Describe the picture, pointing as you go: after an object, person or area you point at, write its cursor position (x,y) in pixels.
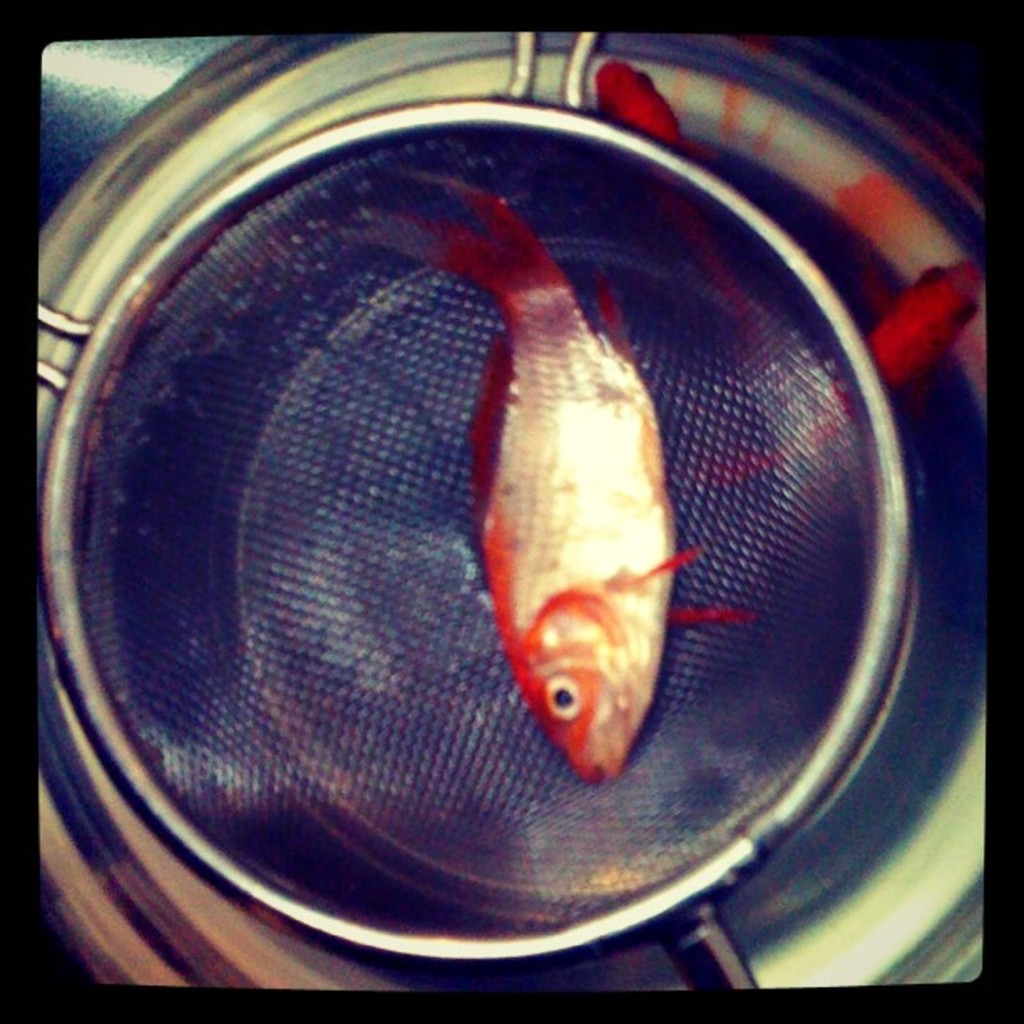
Here I can see a fish (581,461) in a filter spoon (190,472). Under this filter spoon (807,378) there is a bowl (847,223).
